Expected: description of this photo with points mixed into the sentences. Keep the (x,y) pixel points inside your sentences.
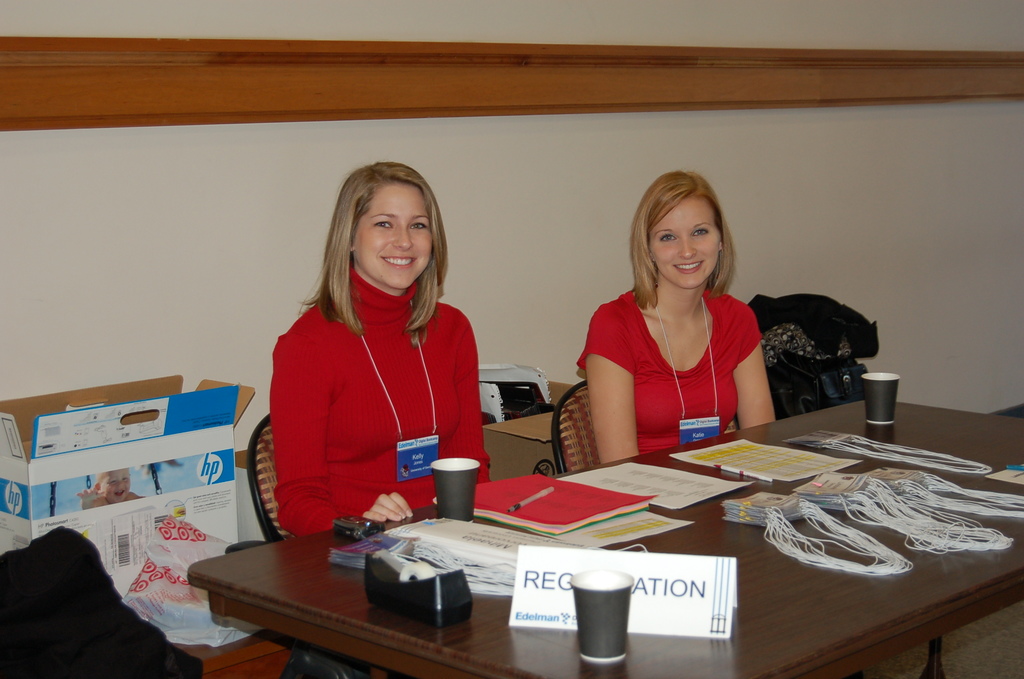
In this image we can see two women (439,400) wearing red dress (360,362) and sitting on the chairs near the table (737,538). There are cups (449,493), pens (517,507), books (559,505) and cards (543,568) on the table (749,571). In the background (142,460) we can see a cardboard box (110,462).
